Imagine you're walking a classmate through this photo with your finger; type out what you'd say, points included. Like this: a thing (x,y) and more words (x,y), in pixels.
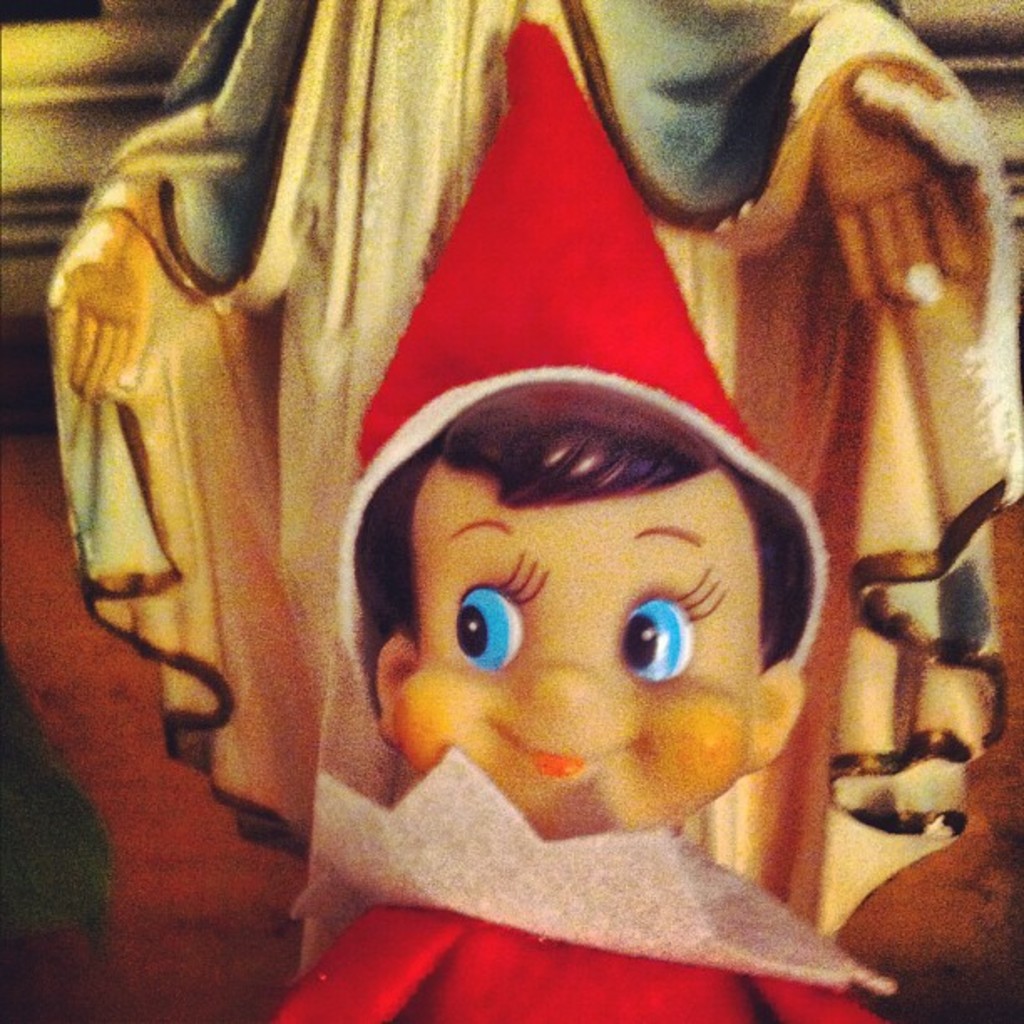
In this image, in the middle (440,399), we can see a toy (676,933) wearing a red color dress (631,997). In the background (283,274), we can see a statue (659,236).
